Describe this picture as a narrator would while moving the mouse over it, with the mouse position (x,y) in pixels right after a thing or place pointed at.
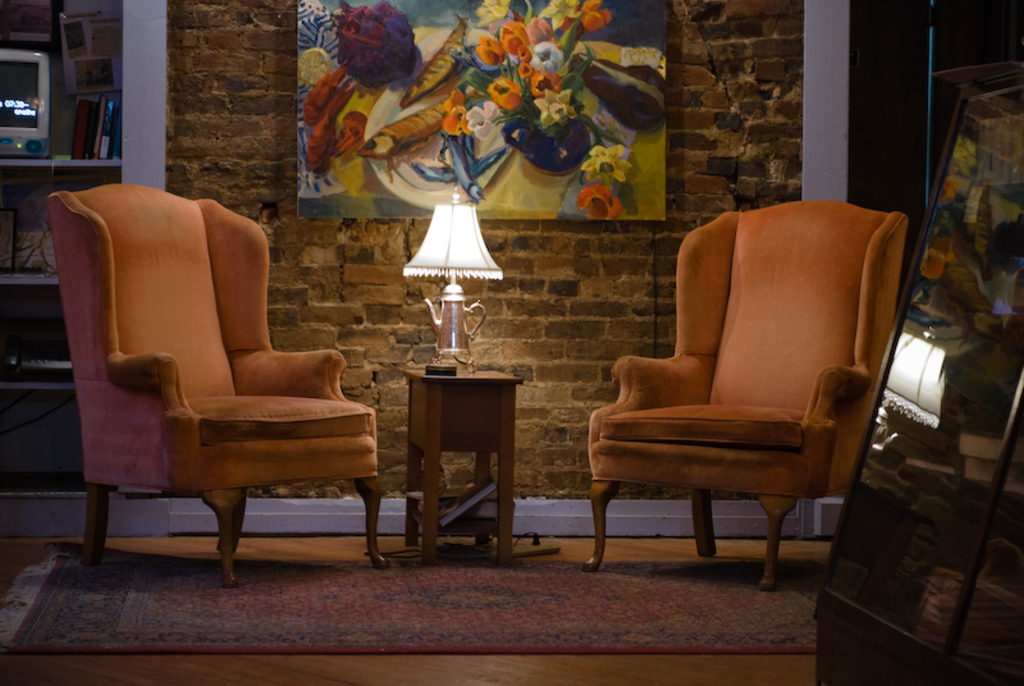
This picture is clicked inside the room (501,577). On the right corner (1004,176) we can see an object (964,462) seems to be the cabinet (881,523). In the center (673,453) we can see the chairs (285,352), lamp (460,316) and some objects (451,369) are placed on the top of the table (433,377). In the background (282,112) we can see the wall (287,66), paintings (451,180) of some objects (367,53) hanging on the wall (689,83) and we can see an electronic device (44,102), books (79,128) and some other items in the background (33,61) and we can see the floor mat (601,627).
